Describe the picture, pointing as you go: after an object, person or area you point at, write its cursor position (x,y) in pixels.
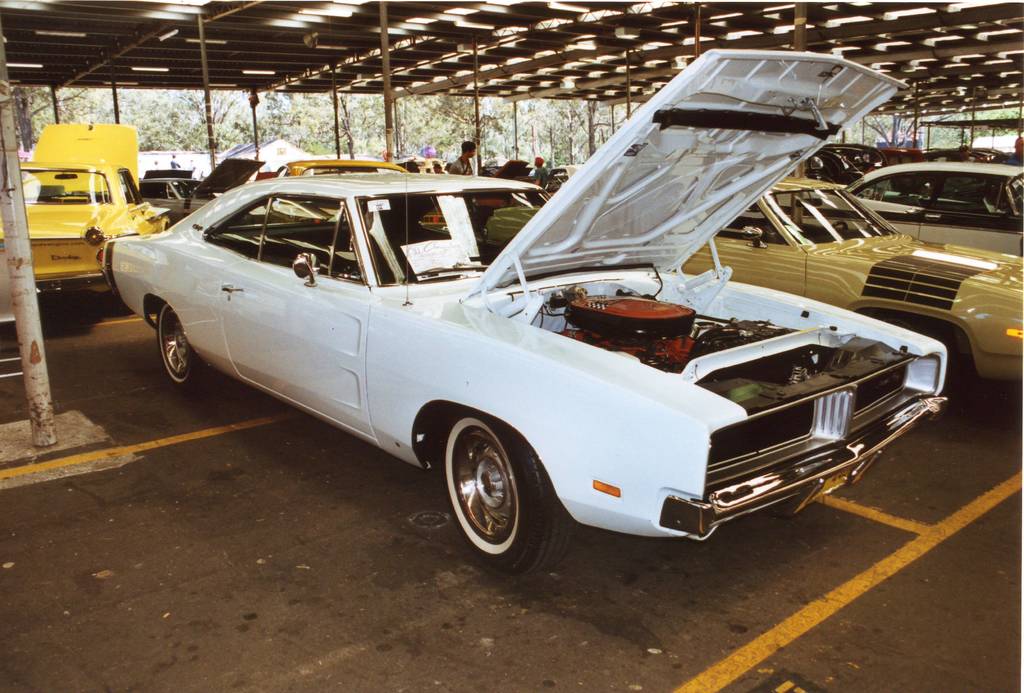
In this image we can see a group of vehicles (668,219). In the middle of the vehicles (360,214) we can see few persons (452,170) and poles (212,140). Behind the vehicles (90,172) we can see a group of trees (522,132). At the top (602,93) we can see a roof (491,58) and lights (326,15).
